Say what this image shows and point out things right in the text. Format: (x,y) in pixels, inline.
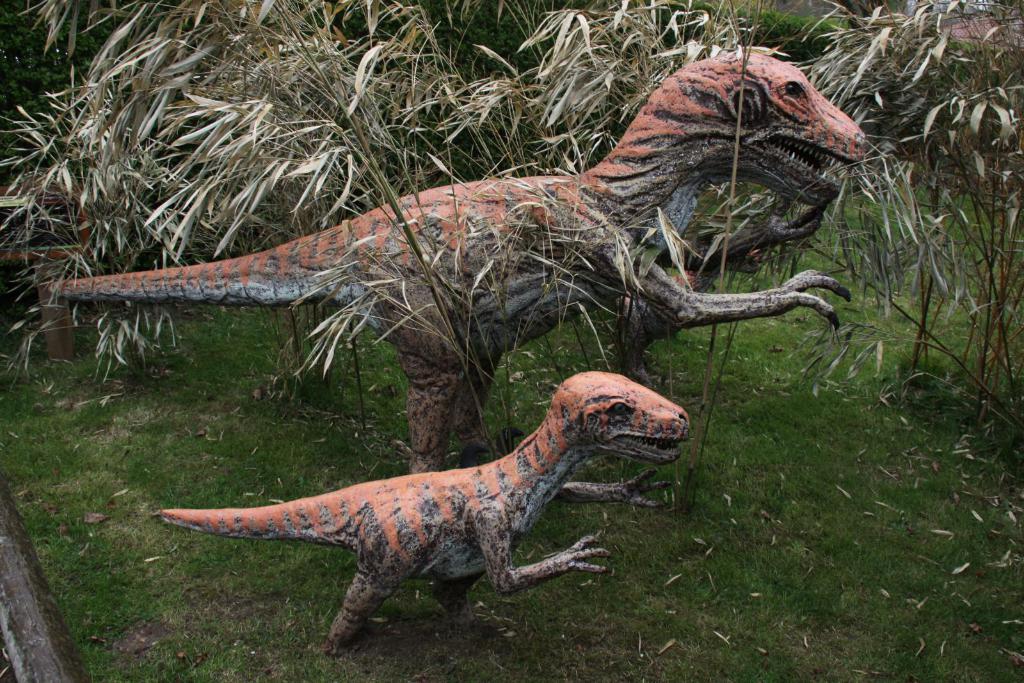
In this picture I can observe some statues (336,530) of dinosaurs (472,317) on the ground (363,461). In the background (332,133) there are some plants (452,105).
